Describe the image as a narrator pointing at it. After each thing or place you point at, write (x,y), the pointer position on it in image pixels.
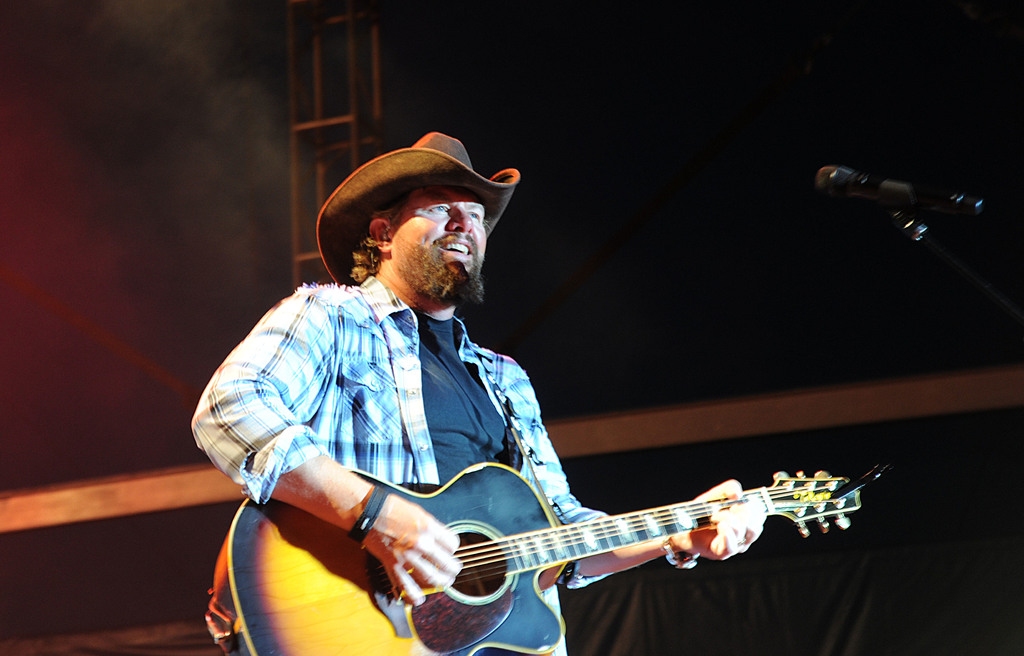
This person (367,460) is playing a guitar (514,499). This person (446,417) wore shirt (387,398) and hat (429,172). This is mic (830,173) with holder (924,239).
